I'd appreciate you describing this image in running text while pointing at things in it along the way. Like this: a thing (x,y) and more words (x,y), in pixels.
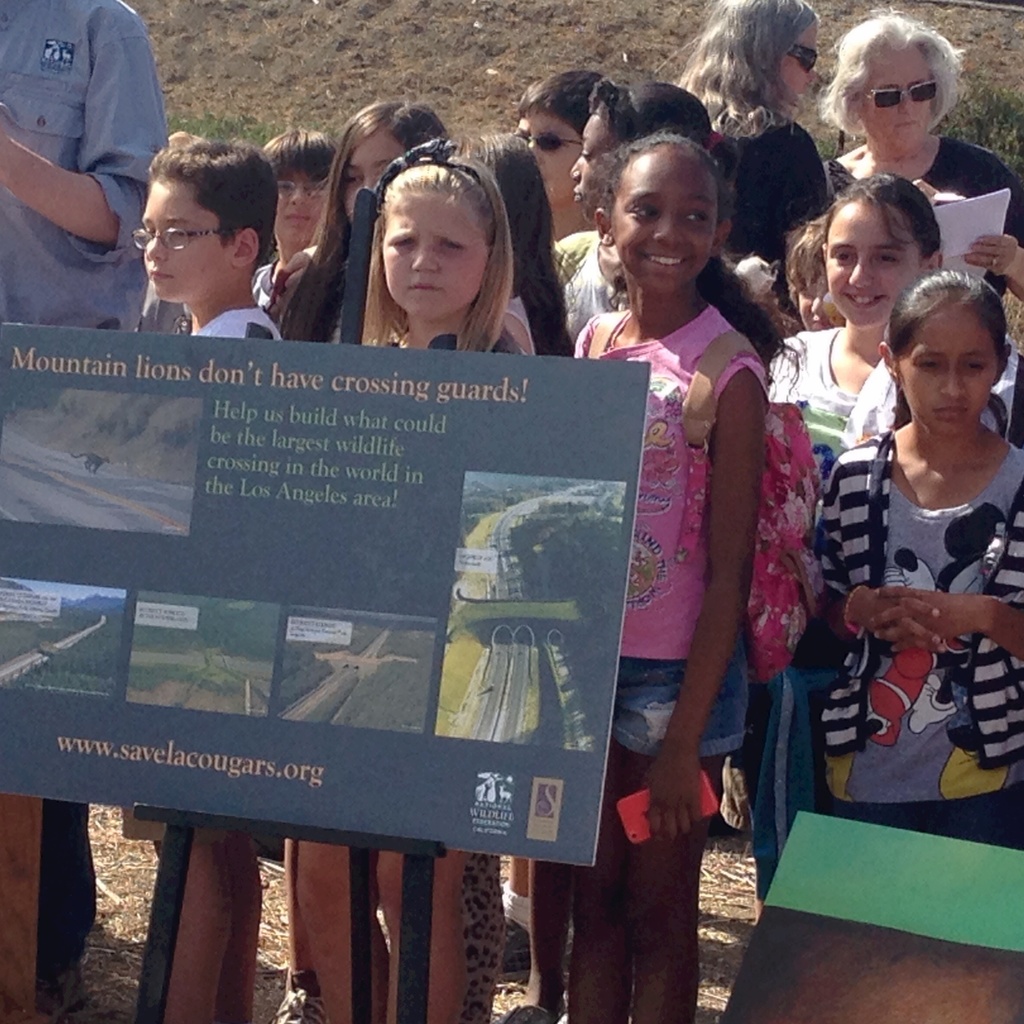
In the picture I can see a group of people (655,410) are standing on the ground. Here I can see a board (297,669) on which I can see photos (158,664) of an animal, trees (198,685), roads (501,660) and something written on the board (363,617). In the background (1016,131) I can see the grass (1021,119) and some other objects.
